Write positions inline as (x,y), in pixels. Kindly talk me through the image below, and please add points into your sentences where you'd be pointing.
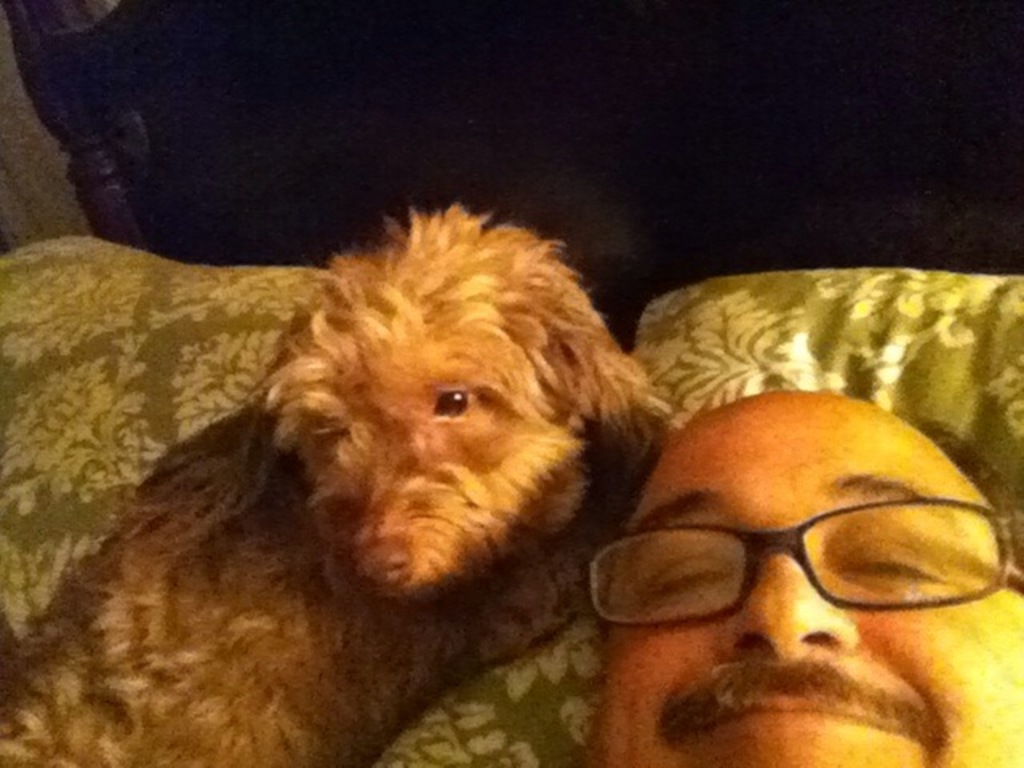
In this picture there is a man (769,456) and a dog (281,499) lying on the bed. In the background (146,204) we observe the brown color bed (710,77). The color of the bed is green color.
